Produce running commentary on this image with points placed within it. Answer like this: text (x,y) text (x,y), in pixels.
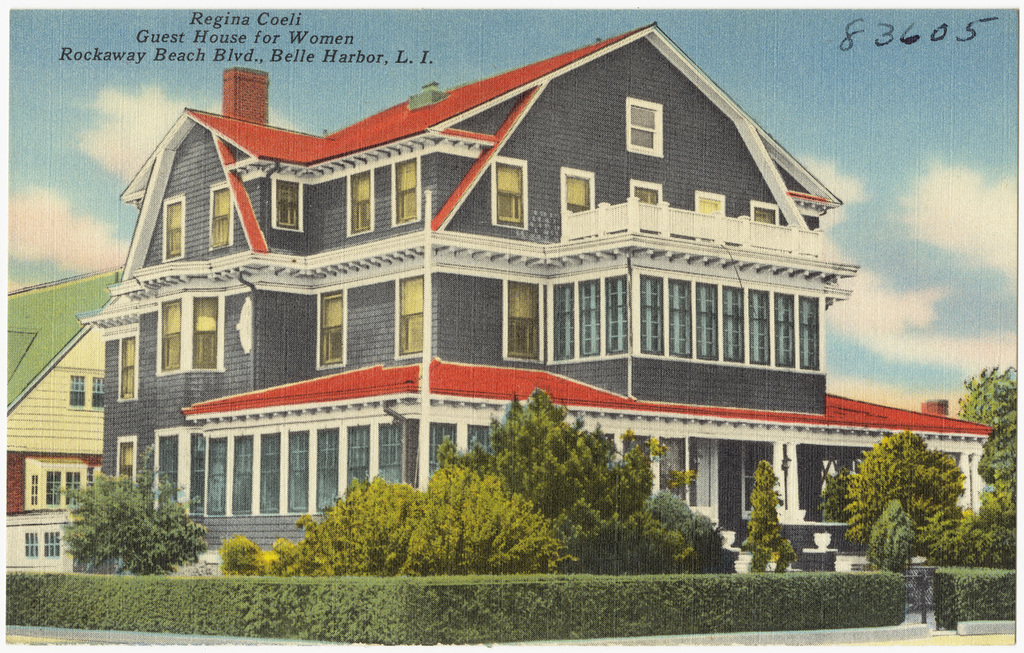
In this image we can see a picture. in the picture there are buildings (382,367), bushes (430,595), house plants (778,547), shrubs (567,528), windows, trees (754,554), chimney (233,84) and sky (304,66) with clouds (138,101).
